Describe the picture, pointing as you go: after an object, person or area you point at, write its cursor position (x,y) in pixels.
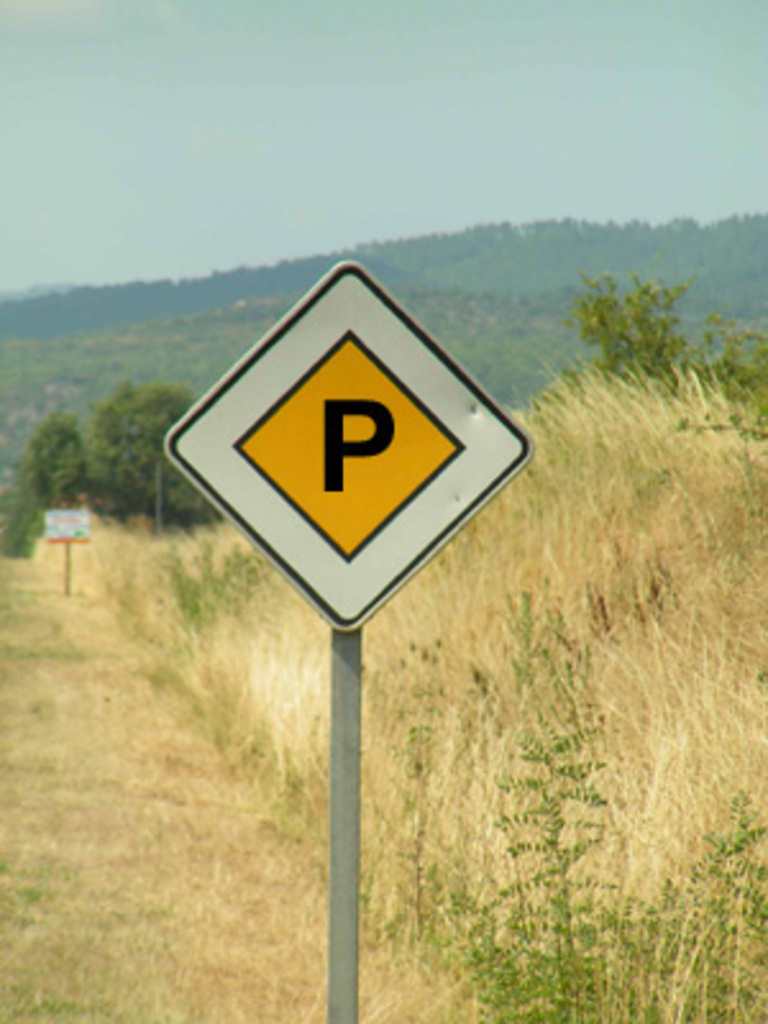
In the center of the image (346,407) we can see a sign board (377,481). In the background (766,268) there are trees (765,339), hills (761,329) and sky (327,218). At the bottom (160,861) there is grass (392,866).
